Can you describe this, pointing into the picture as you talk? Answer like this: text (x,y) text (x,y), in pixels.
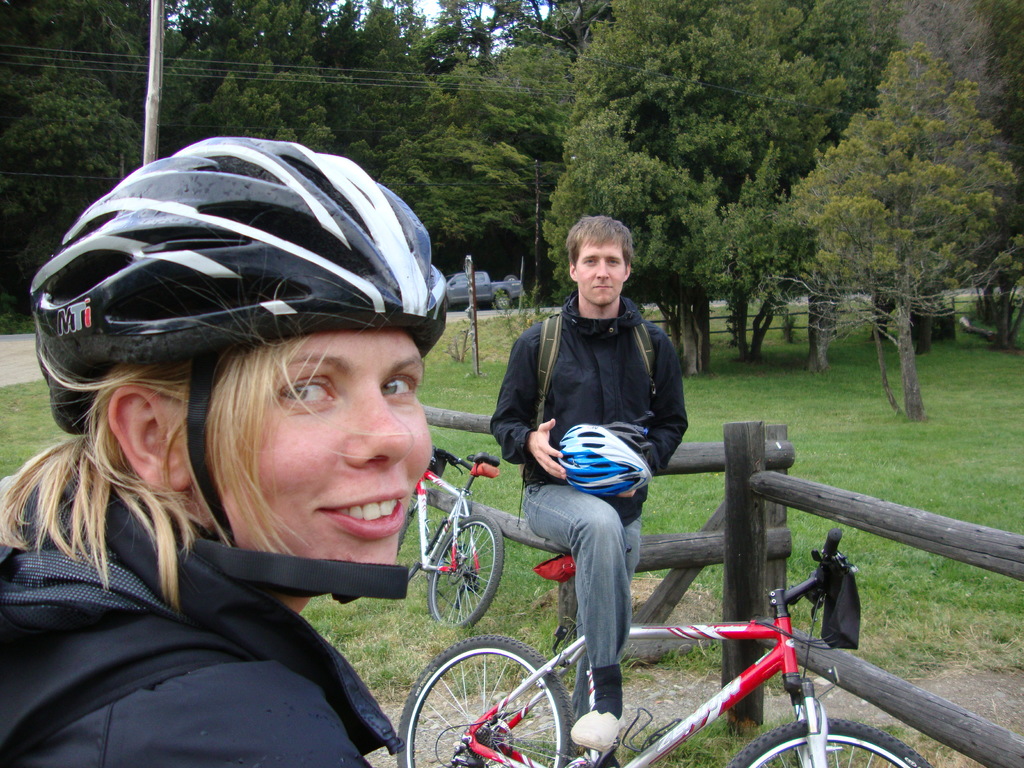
In this image, there are a few people (571,378). We can see some bicycles (479,573) and the ground (510,614). We can also see some grass (805,555), trees (549,246), poles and wires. We can see a vehicle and the fence (533,536). We can also see the sky (437,4).
